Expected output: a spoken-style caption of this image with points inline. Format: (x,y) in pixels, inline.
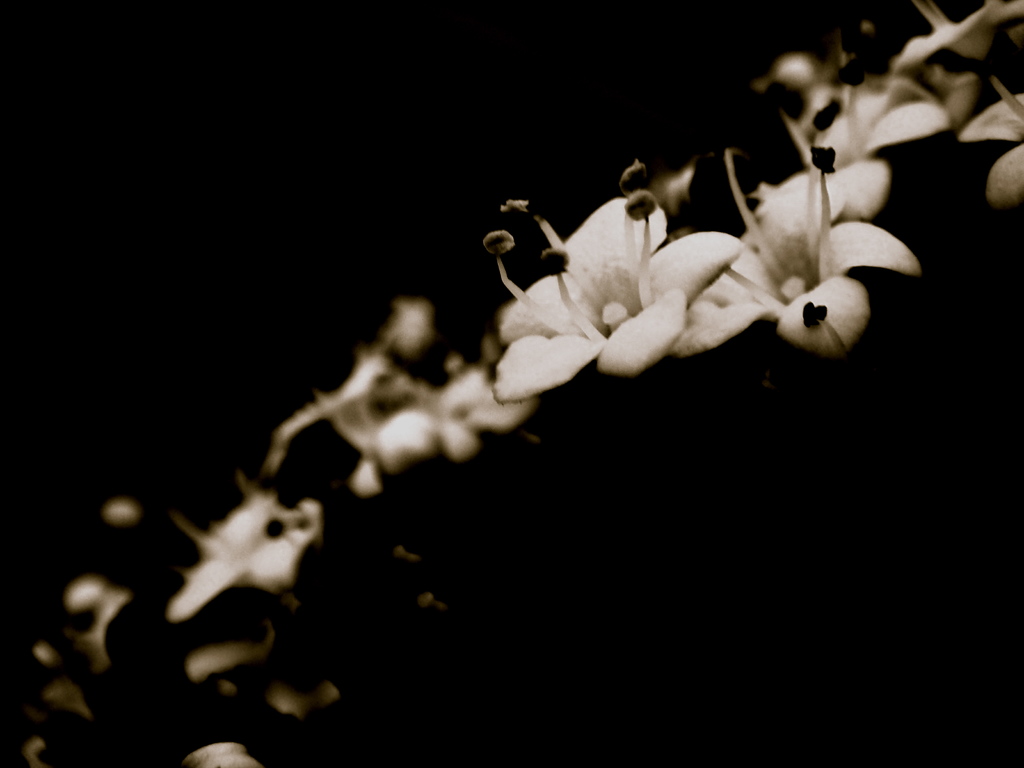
In this black and white image there are flowers (478,404) in the foreground (548,316) and the background (555,595) is black.
